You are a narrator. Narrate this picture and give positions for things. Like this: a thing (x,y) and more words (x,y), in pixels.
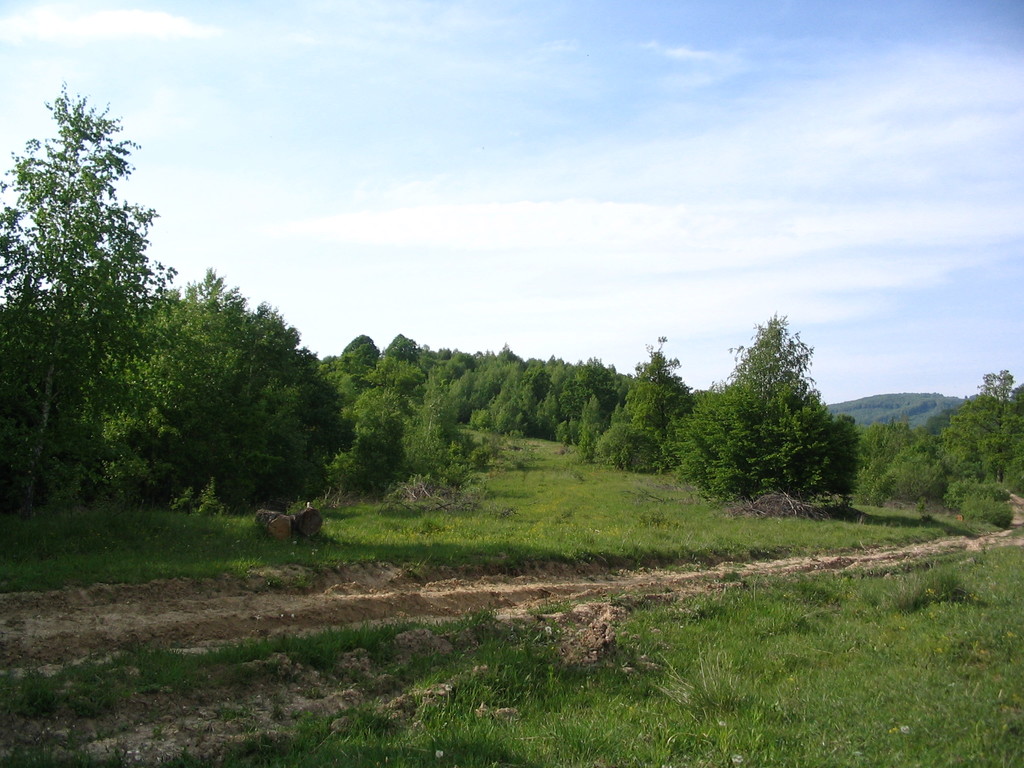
Here we can see grass (731,744), trees (557,378), mountain (938,414) and clouds (573,262) in the sky (571,284).
